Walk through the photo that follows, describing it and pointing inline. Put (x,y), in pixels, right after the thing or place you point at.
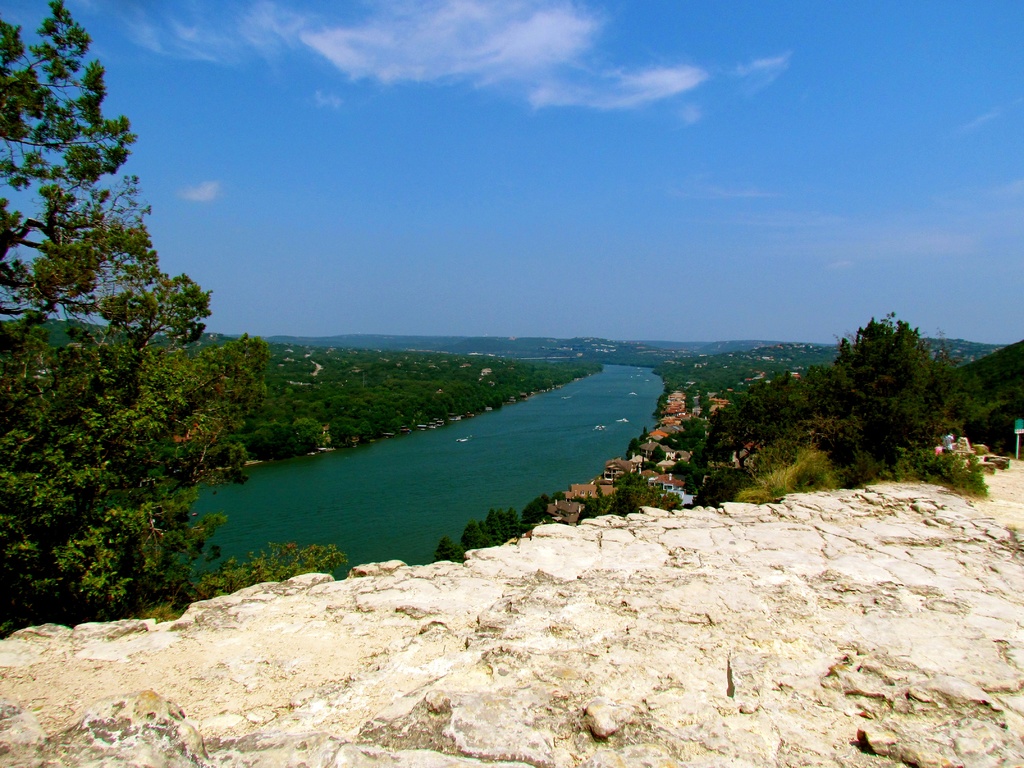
In the image there is a huge stone (204,730), around that there is a water surface (531,445) and trees (889,363) and houses (668,416).
